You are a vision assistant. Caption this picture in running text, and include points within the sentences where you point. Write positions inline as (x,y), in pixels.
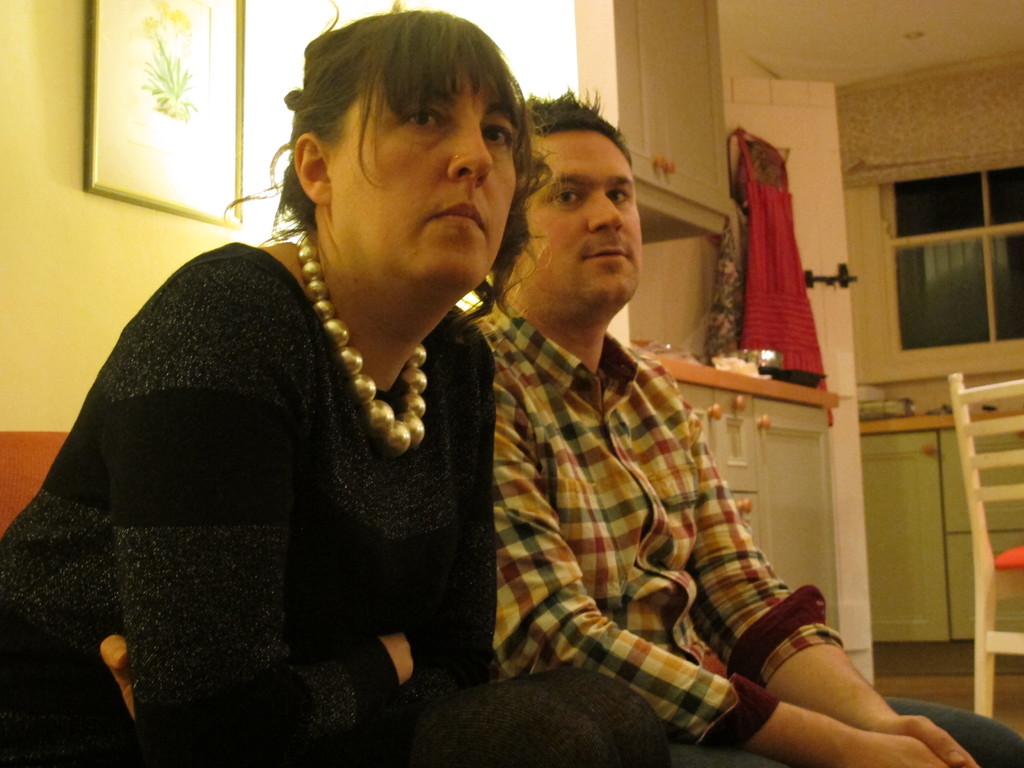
In this image, I can see two persons (475,502) sitting. At the top left side of the image (171,213), there is a photo frame (121,153) attached to the wall (52,152). On the right side of the image (803,443), I can see the cupboards (875,568), clothes (781,295), window (921,280) and a chair (951,376).
